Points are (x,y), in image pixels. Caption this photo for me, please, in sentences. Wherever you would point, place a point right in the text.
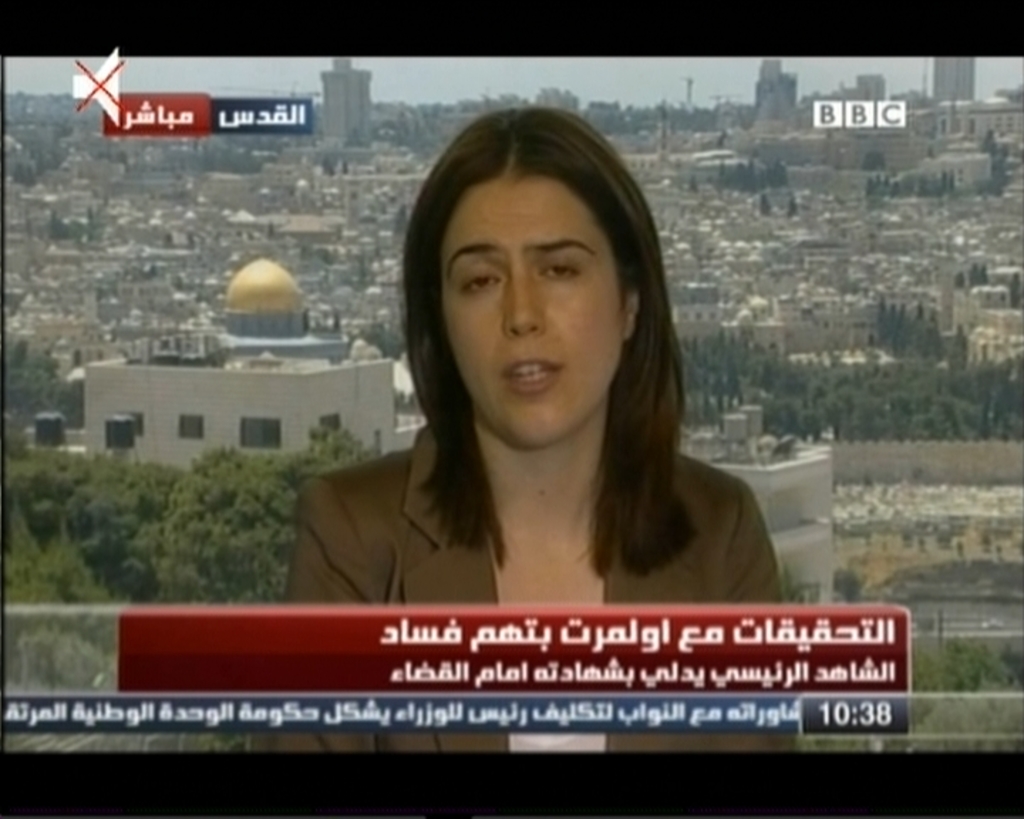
In this picture we can see a screen (879,455), in this screen (874,469) we can see a woman (544,508) is speaking, there is some text (537,676) at the bottom (515,675), in the background (932,263) we can see buildings (700,177), trees (935,190) and the sky (601,61), there is an icon (109,106) at the left top of the picture (214,95).
